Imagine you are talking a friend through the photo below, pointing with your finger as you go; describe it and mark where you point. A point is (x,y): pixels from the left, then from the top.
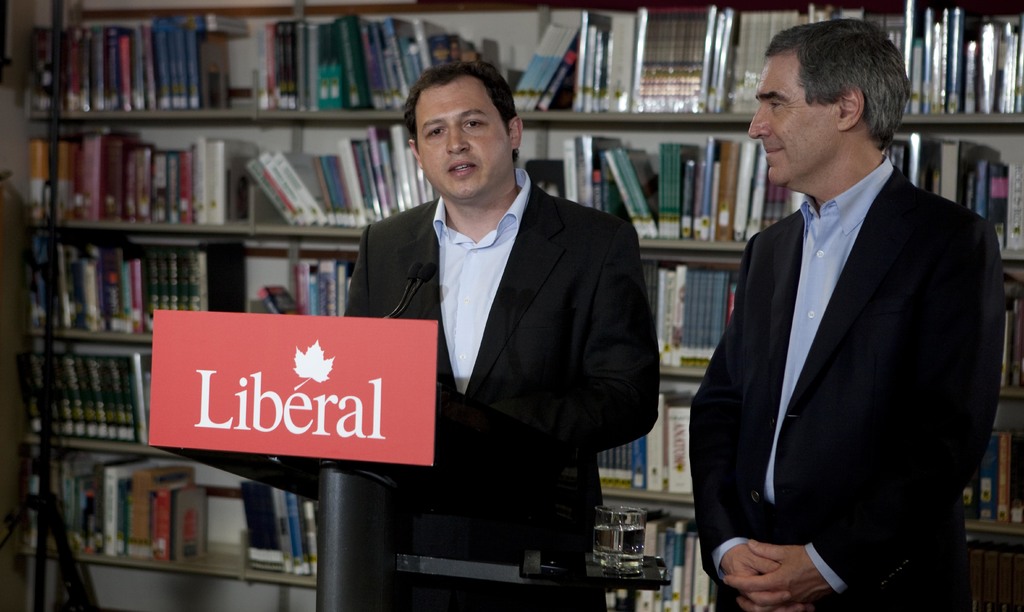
In this image we can see people (974,273) standing, board (293,424) with the text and we can also see racks (701,117) filled with books (92,283).
